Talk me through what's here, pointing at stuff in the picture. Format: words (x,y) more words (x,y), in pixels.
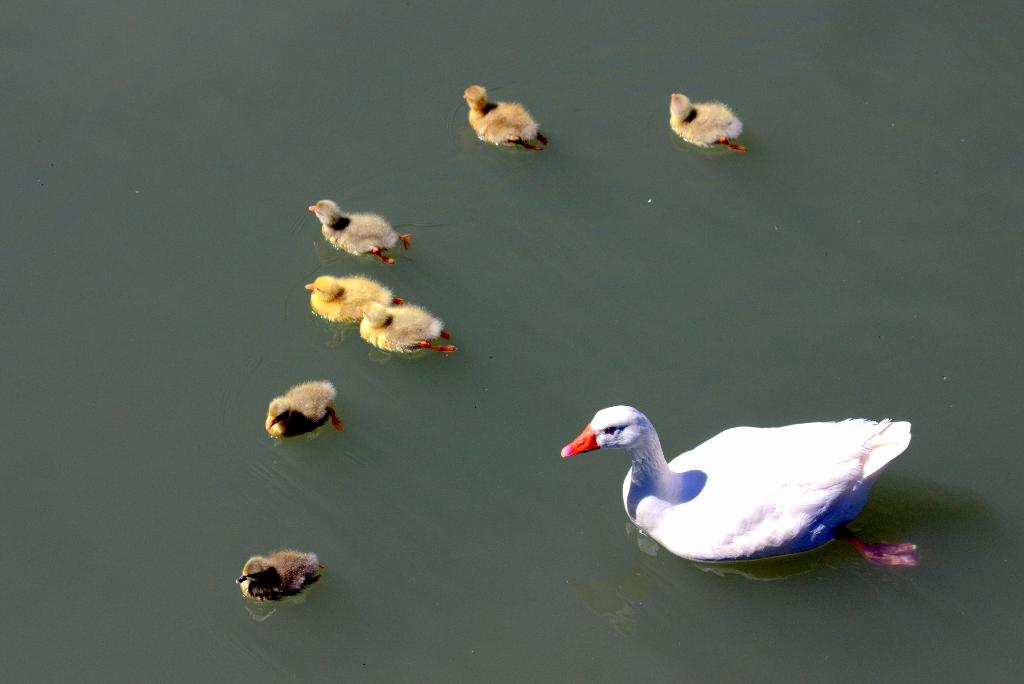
In this image we can see a duck (832,468) with ducklets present on the surface of the water (479,355).
